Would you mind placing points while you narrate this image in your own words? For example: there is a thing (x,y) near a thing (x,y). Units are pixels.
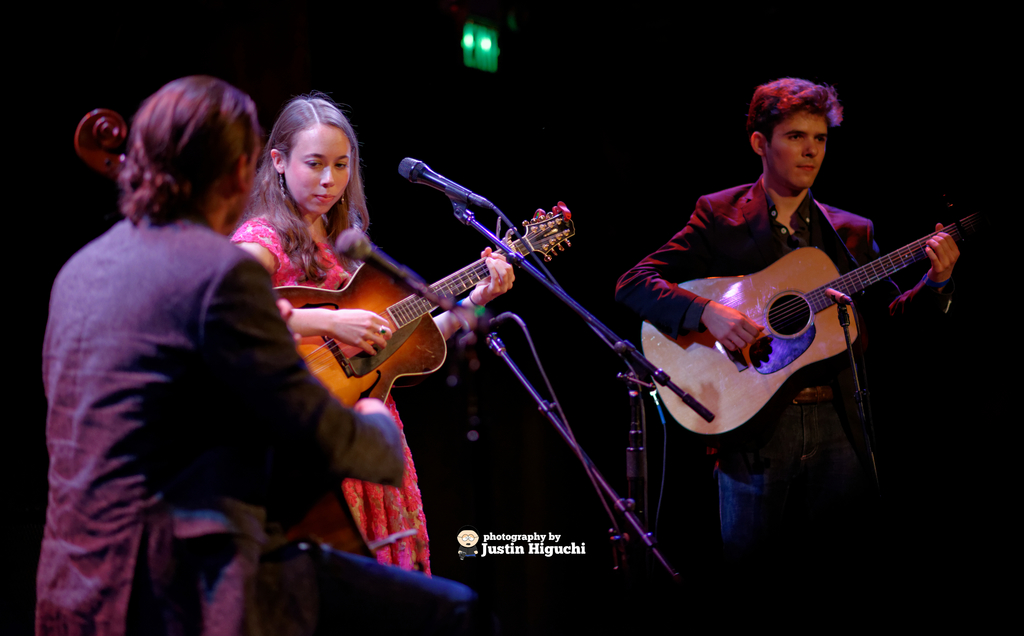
There are two men (647,262) playing cello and guitar (788,344) and one lady (326,280) with pink frock (323,286) is also playing an instrument (355,350). There are three mics (416,281) with the stands (457,208). The man (782,246) at the right side (721,211) is wearing a maroon jacket (714,232).
